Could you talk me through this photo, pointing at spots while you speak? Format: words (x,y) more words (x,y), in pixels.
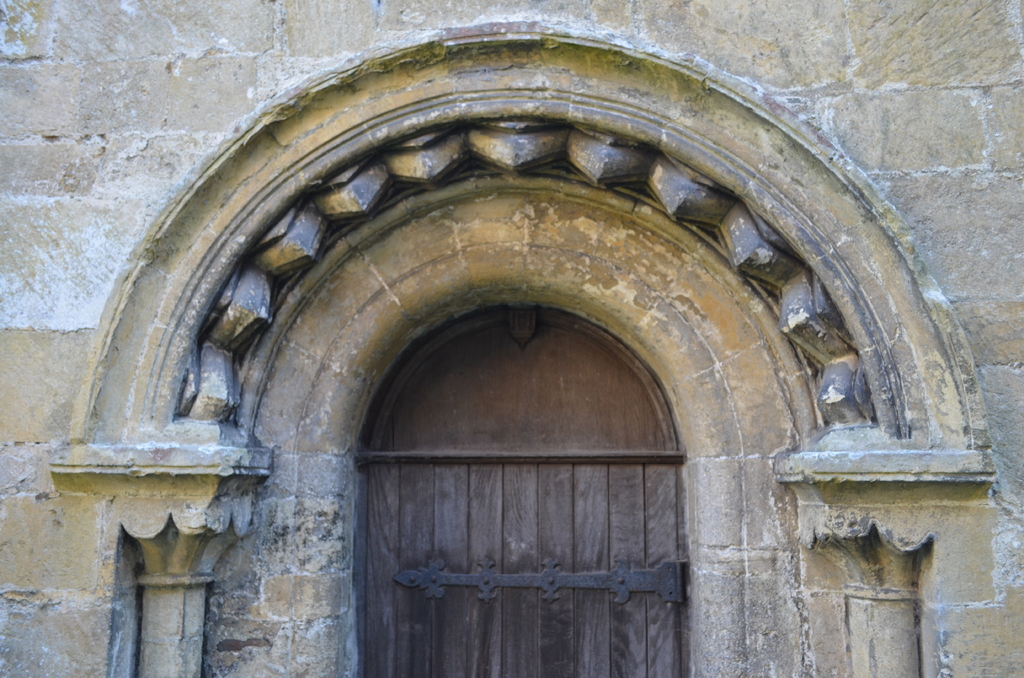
In this image we can see door (384,647) to the building (443,232).
